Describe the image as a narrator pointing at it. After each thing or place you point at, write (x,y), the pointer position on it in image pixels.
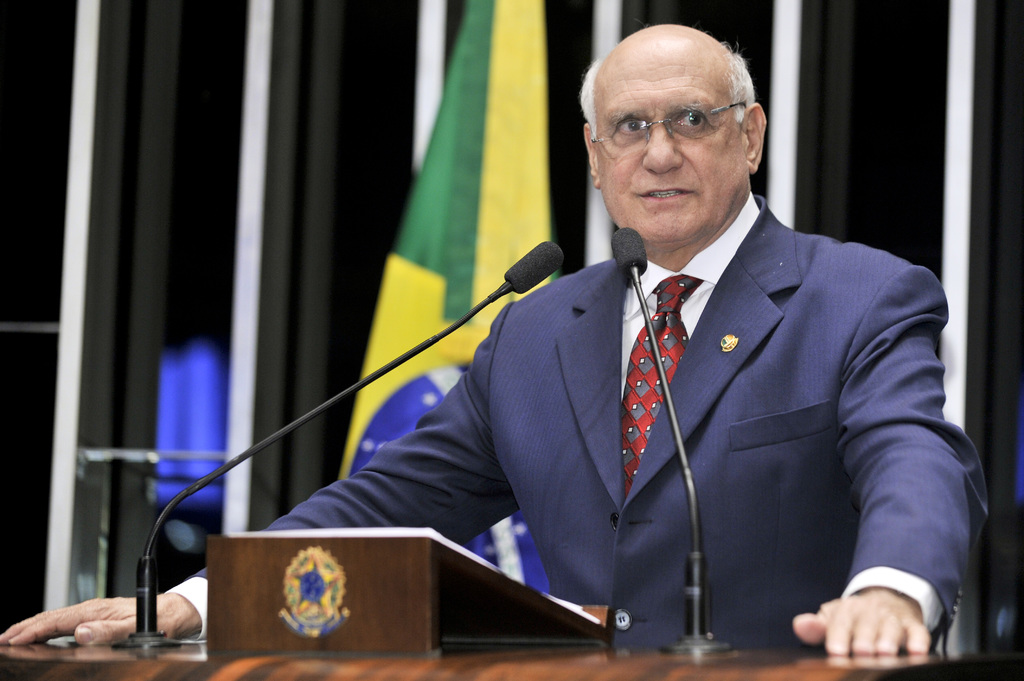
This image is taken indoors. At the bottom of the image (279,607) there is a podium (400,588) with mics (633,231). In the middle of the image (578,348) a man (572,449) is standing. In the background (572,243) there is a wall (362,263) and a flag (393,263). He has worn a coat (732,409), a tie (635,386) and a shirt (688,271).
